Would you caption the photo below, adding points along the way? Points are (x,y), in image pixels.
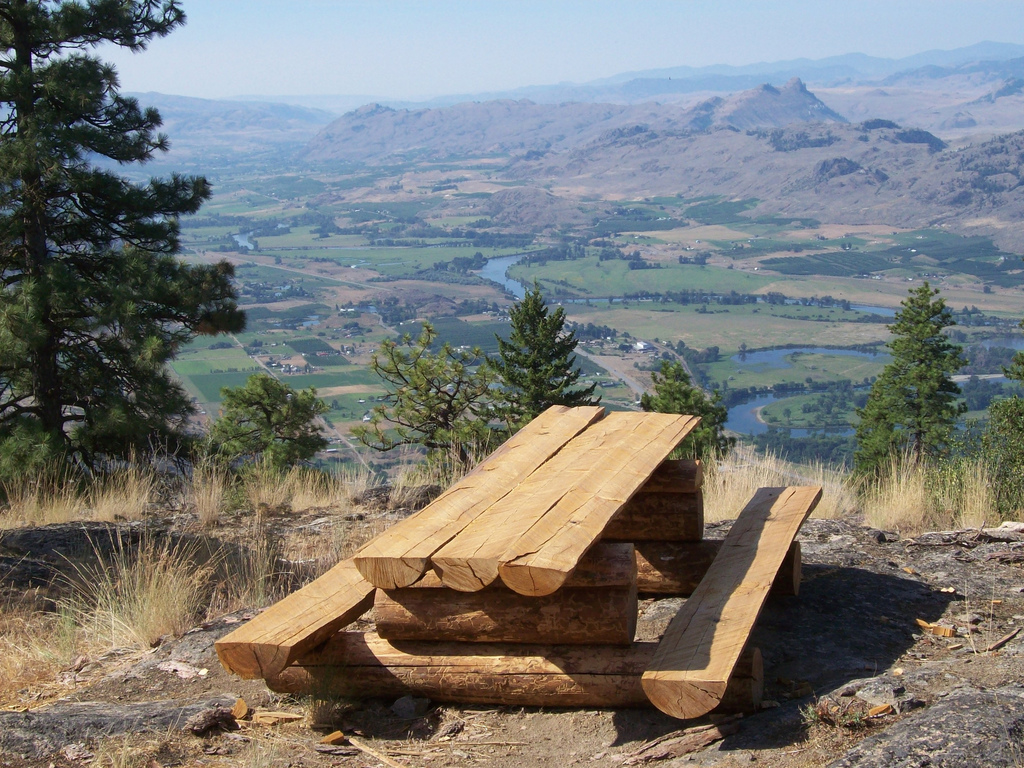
In this picture we can see wooden picnic table (589,597) on the ground (563,734), grass (17,691), trees (59,331) and water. In the background of the image (512,105) we can see hills (747,152) and sky (564,44).
